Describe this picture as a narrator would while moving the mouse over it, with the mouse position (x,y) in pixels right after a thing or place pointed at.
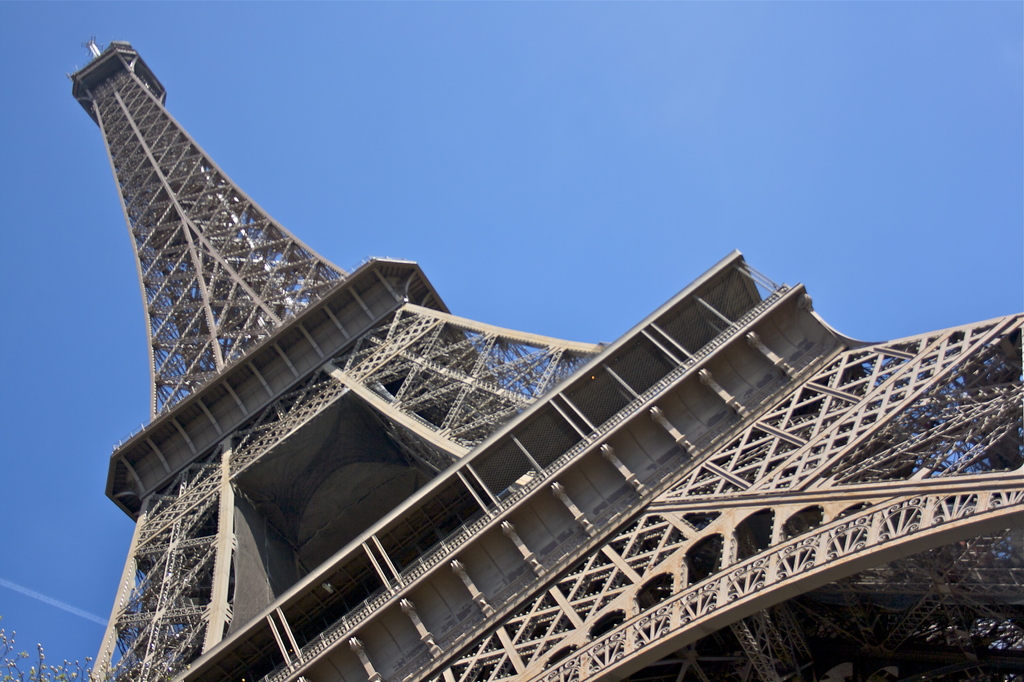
In this image there is a tower (236,391), in the background (719,146) there is the sky (322,56).
